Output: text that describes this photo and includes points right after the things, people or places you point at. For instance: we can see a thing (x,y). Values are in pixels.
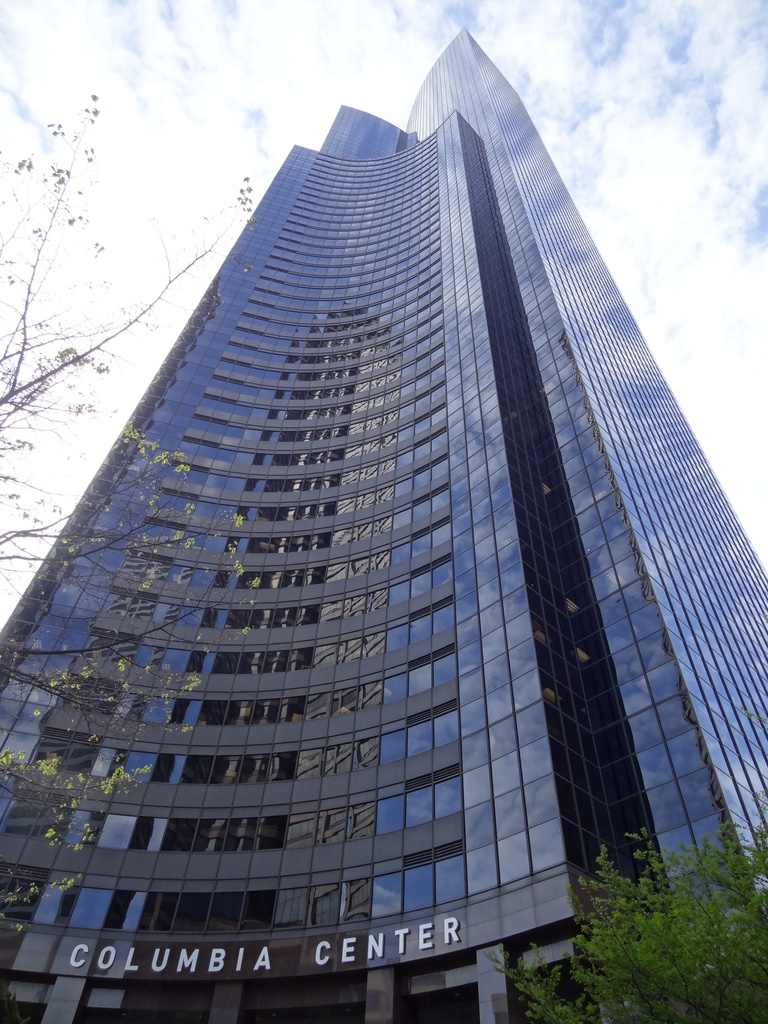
On the right side (718,851), there is a tree (691,964). In the background (329,822), there is a building (115,813) which is having glass windows (476,784) and a hoarding (456,916) on the wall (155,975) and there are clouds (215,119) in the sky (606,65).
